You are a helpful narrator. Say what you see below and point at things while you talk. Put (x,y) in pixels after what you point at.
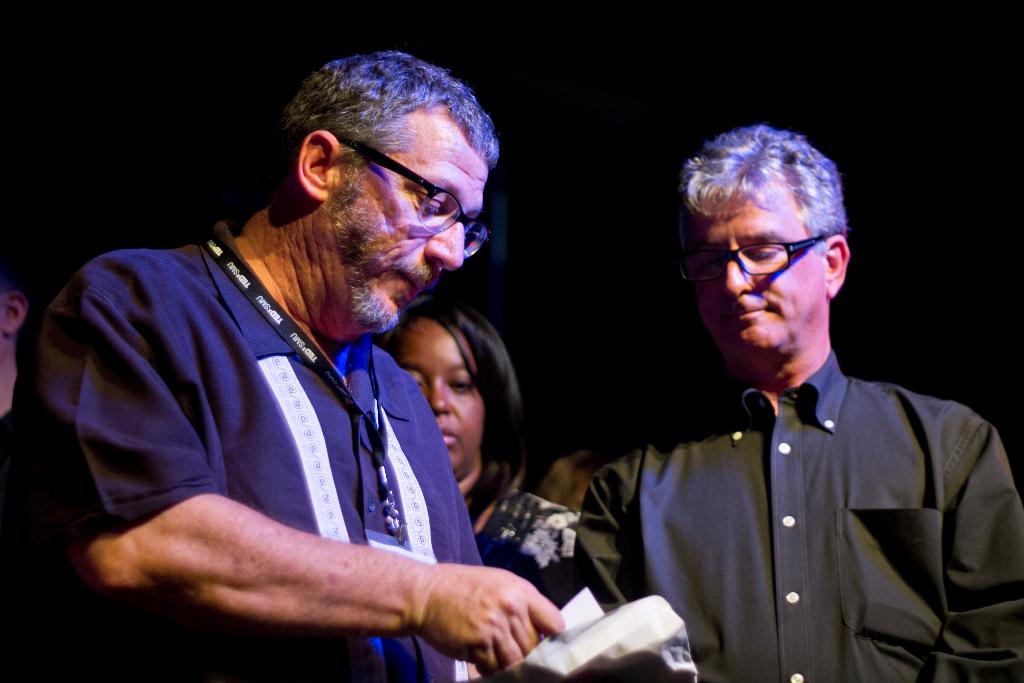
On the left side of the image (234,360) we can see a man (414,78) standing and holding a paper (550,650) in his hand (518,631), next to him there is a lady (544,543) and a man (755,396) standing.
